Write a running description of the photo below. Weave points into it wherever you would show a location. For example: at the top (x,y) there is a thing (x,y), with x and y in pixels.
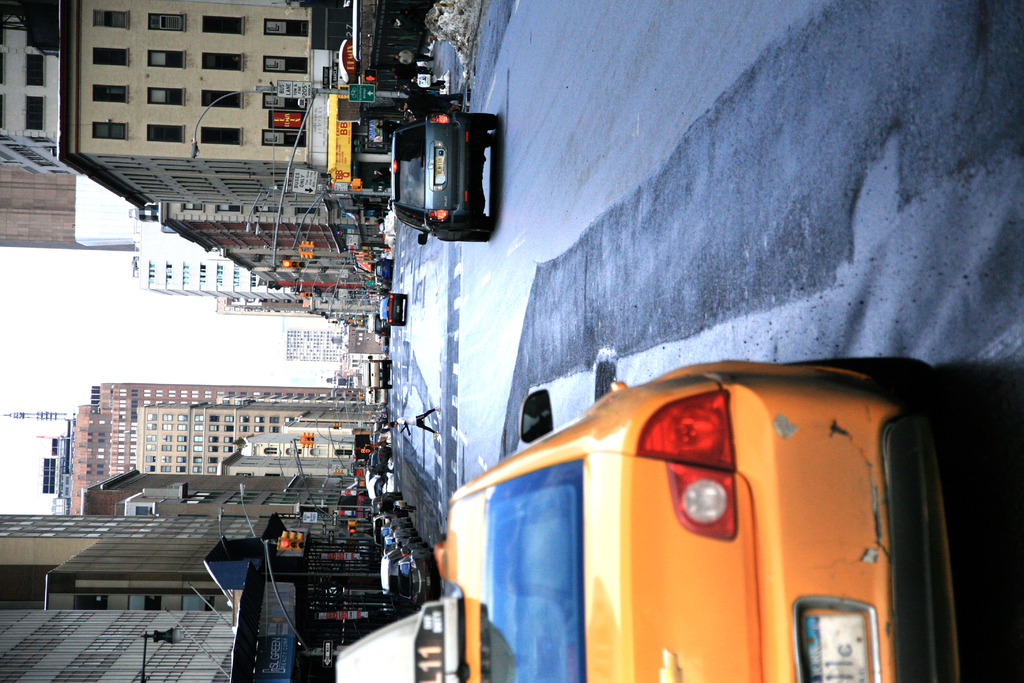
This image is taken outdoors. On the right side of the image (923,296) there is a road (567,316). On the left side of the image (63,338) there is the sky (110,332). In the middle of the image (350,284) there are many buildings (250,459). There are a few poles (318,504) with street lights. There are a few boards (340,161) with text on them. A few vehicles (391,554) are moving on the road (399,453). At the bottom of the image (570,624) a car (571,611) is parked on the road (438,501). A man (430,413) is walking on the road (406,401).
